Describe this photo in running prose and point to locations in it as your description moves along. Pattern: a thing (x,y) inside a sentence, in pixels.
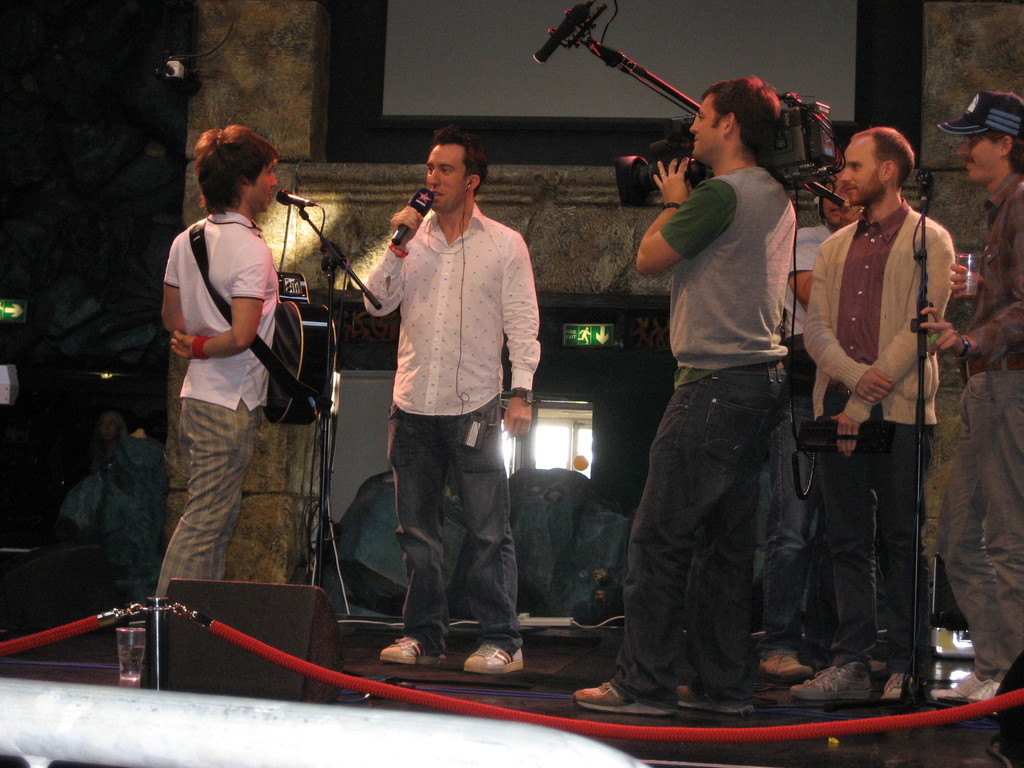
In this image, there is an inside view of a building (303,55). There is a person (227,291) standing and wearing a guitar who is on the left side of the image (234,365). There is a person (402,265) at the center of this image (386,275) standing and holding a mic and wearing colorful clothes (483,319). There is a person (676,234) beside this person (518,306) standing and recording a video with camera (807,139). There is person (994,154) on the right side of the image (1020,141) standing and holding a mic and glass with his hands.
